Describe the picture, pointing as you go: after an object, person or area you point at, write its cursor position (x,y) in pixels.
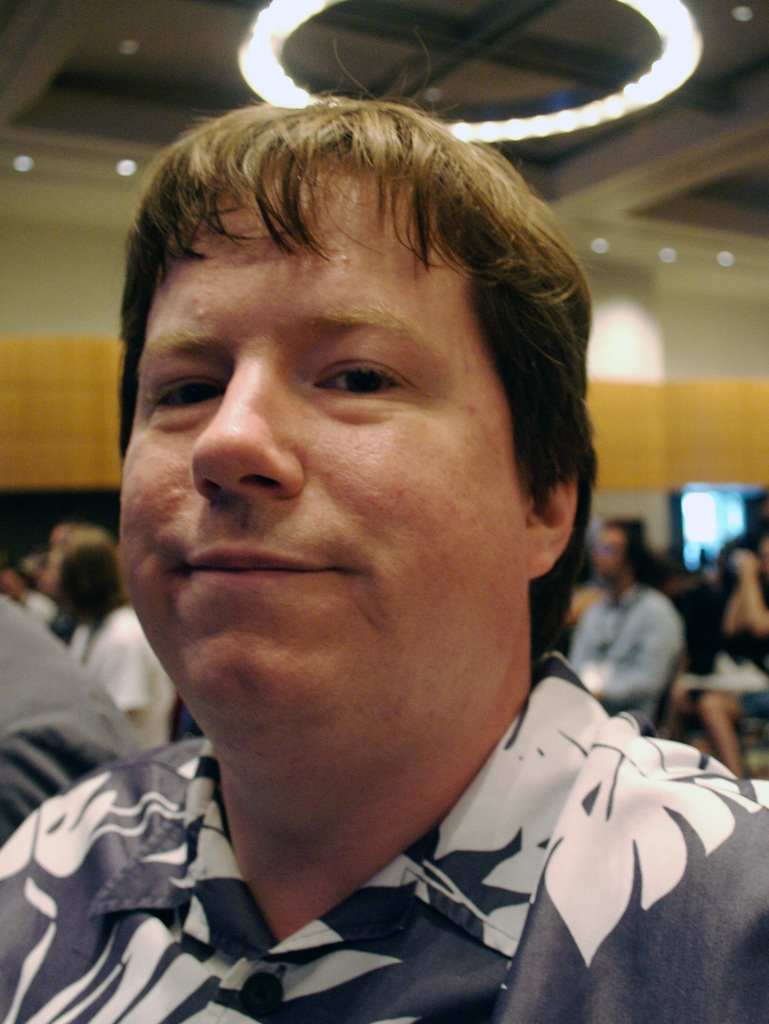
In this image, we can see a person (528,804) wearing clothes (738,814). In the background (13,312), image is blurred.
